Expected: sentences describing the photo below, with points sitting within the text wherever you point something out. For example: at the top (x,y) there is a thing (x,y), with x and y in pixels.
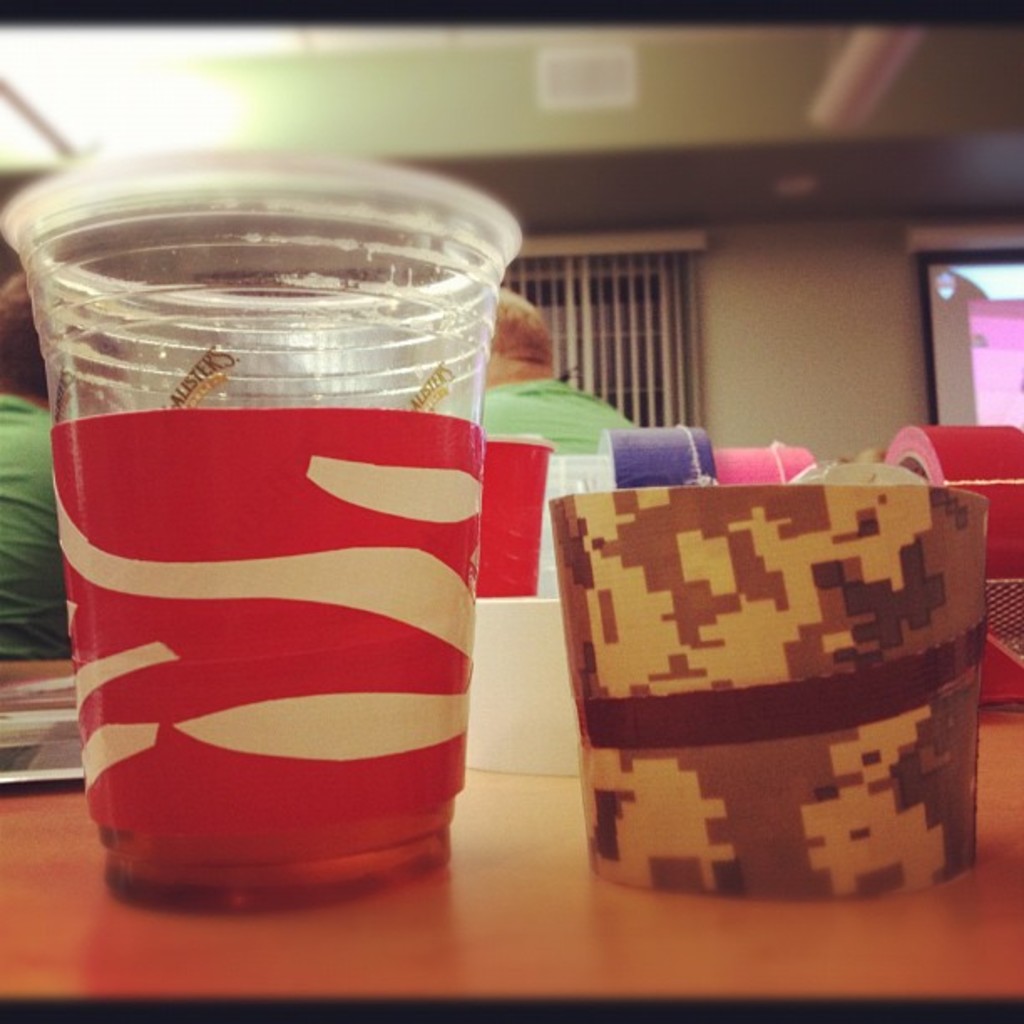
In the picture I can see a glass (239,559) and some other objects (517,437) on a wooden surface (605,979). In the background (511,425) I can see people (496,413), wall (813,308), lights (134,122) on the ceiling (522,174) and some other objects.
